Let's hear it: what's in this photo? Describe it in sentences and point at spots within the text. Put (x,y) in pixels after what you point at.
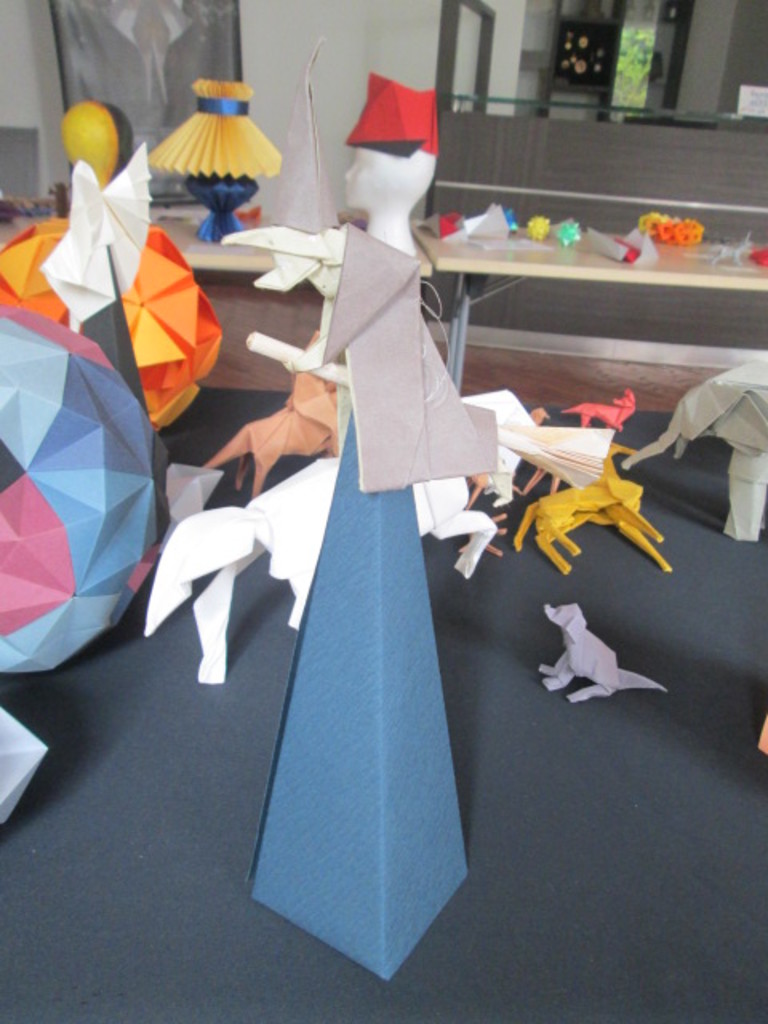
In this picture we can see toys (172,489) on a platform (685,511) and tables (672,244) and in the background (551,125) we can see wall (380,24).
